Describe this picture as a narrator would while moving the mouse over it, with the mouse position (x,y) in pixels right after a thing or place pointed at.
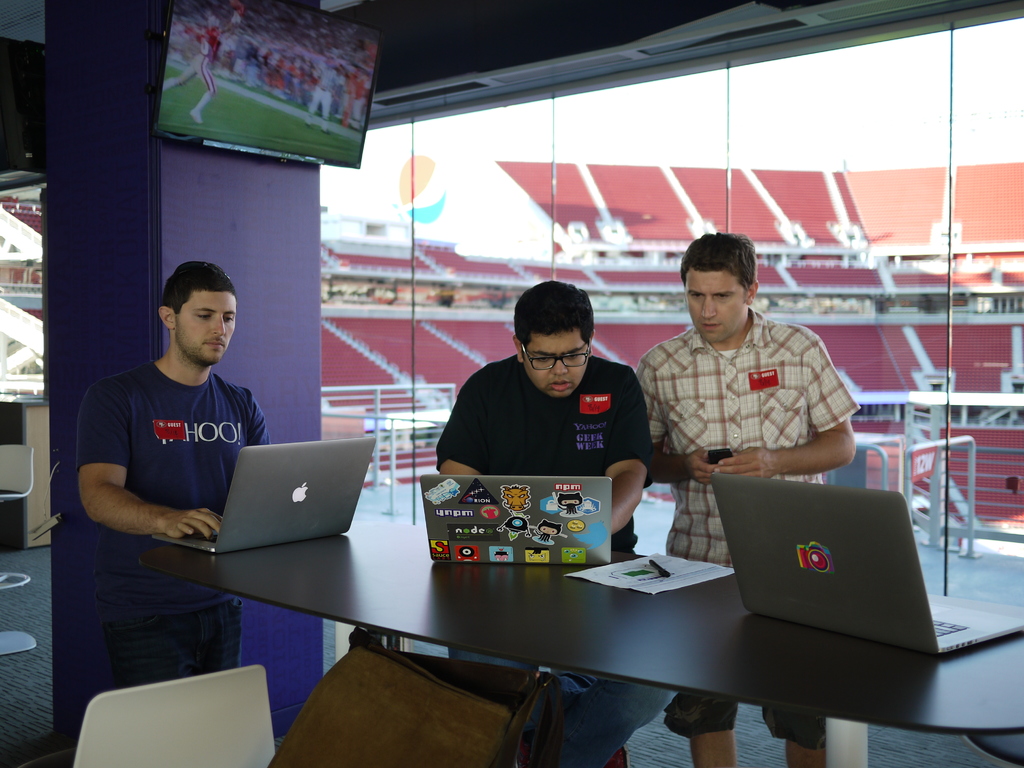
In this image there are three persons (492,449) who are standing and doing some work on laptops (512,498) at the background of the image (474,308) there is a stadium (592,244) and T. V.
